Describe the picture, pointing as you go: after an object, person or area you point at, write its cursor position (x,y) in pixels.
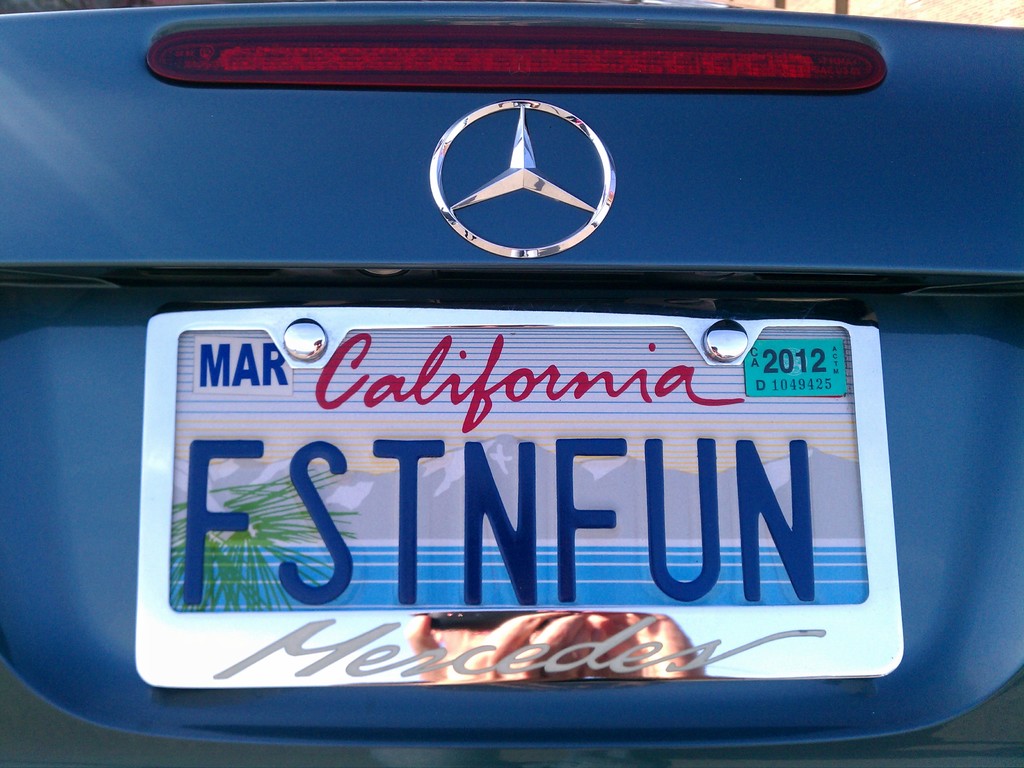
In this image we can see number plate (268,499) on the car (998,654).
